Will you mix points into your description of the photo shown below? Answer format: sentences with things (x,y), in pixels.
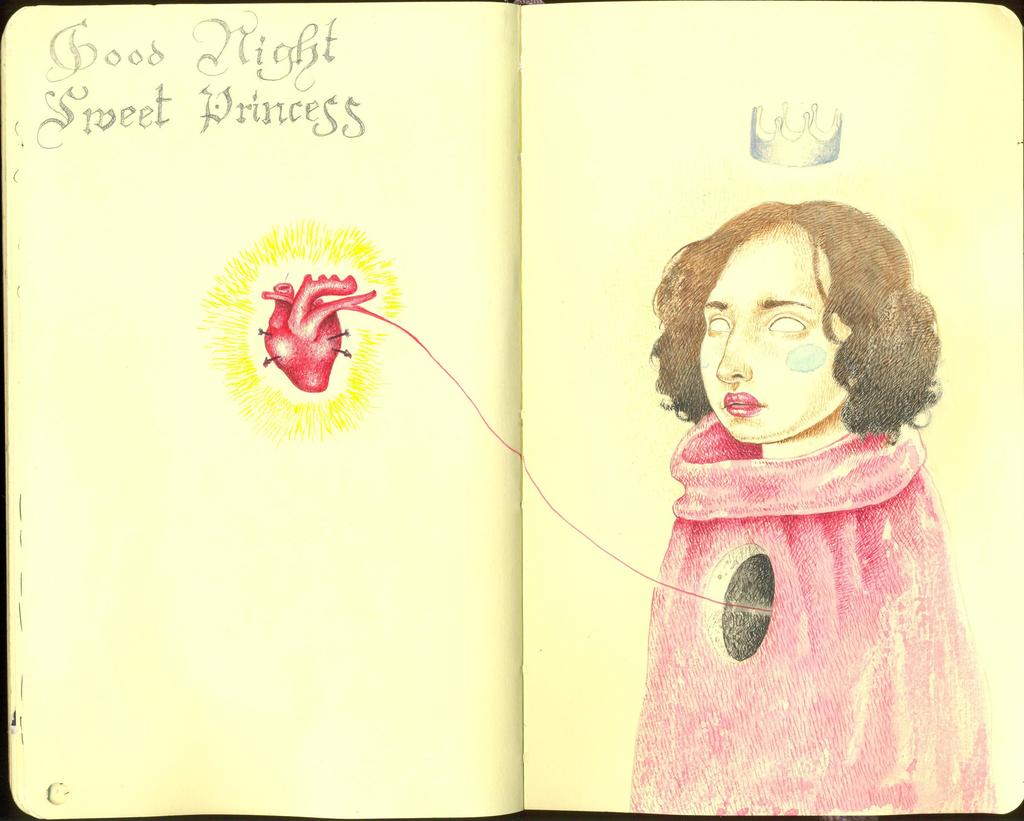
In this image we can see one open book (237,248) with text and images (908,571). There is a woman (727,341), crown (819,145) and heart images (274,339).
